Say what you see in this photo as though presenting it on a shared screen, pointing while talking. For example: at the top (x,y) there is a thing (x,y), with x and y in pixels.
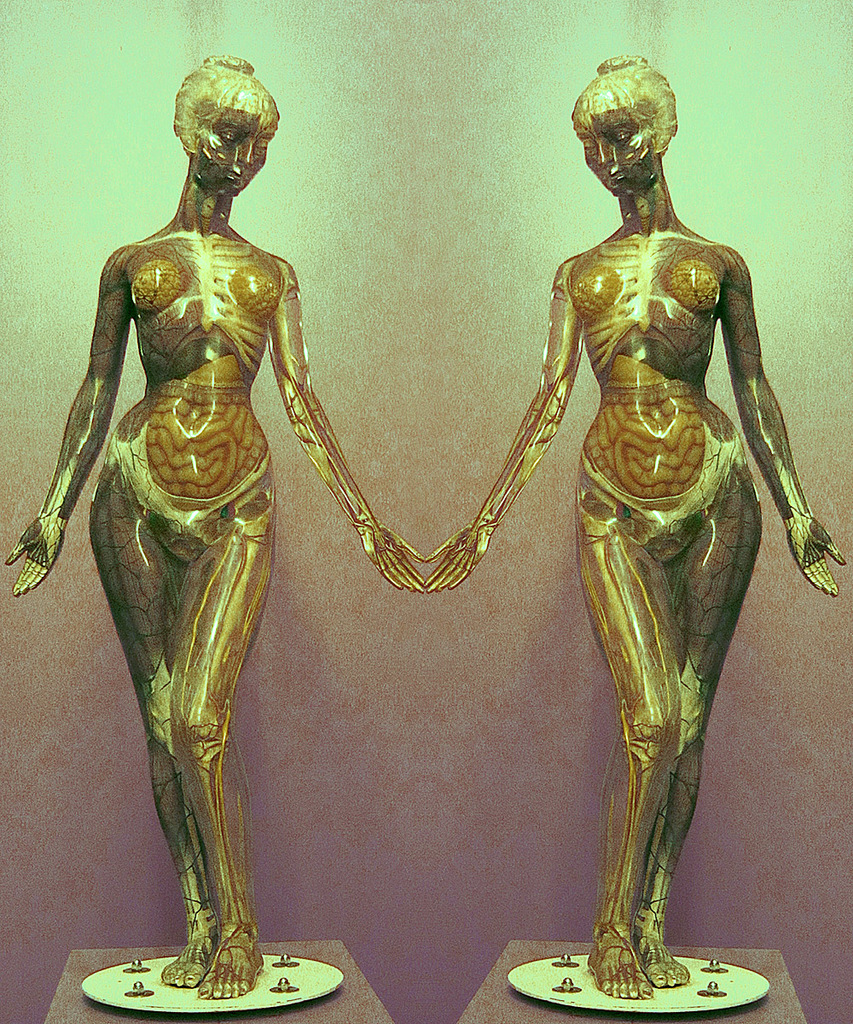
In this picture we can see sculptures (697,450).
